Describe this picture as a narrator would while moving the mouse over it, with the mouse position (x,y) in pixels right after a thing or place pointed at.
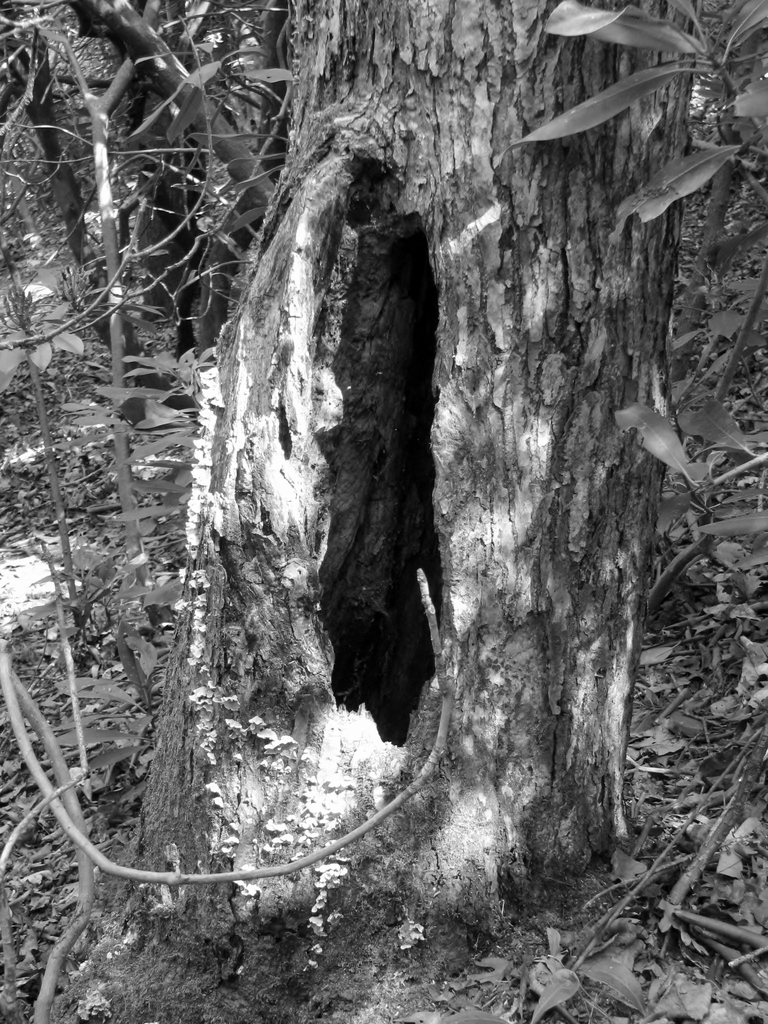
It is a black and white image. Here we can see a hole (340,282) on a tree trunk (355,586). On the left side (180,367) and right side (672,192), we can see few plants (3,926).
